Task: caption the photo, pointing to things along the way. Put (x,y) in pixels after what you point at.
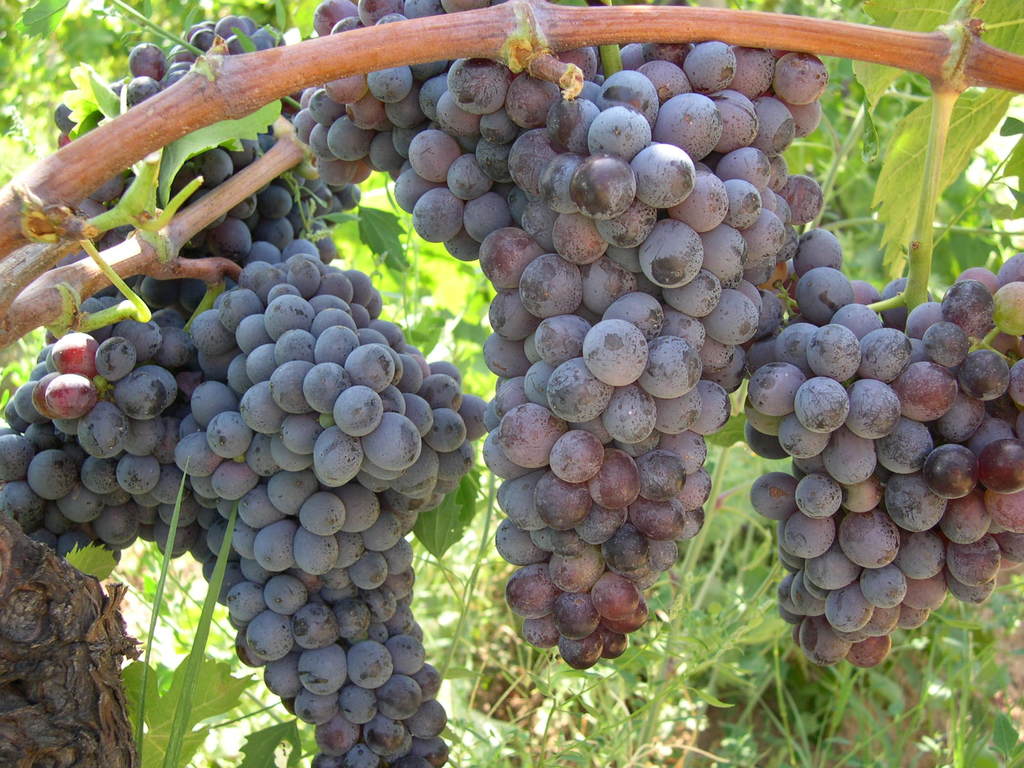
Here in this picture we can see bunches of grapes (198,326) hanging on a tree (141,270) and we can also see plants (565,667) present.
